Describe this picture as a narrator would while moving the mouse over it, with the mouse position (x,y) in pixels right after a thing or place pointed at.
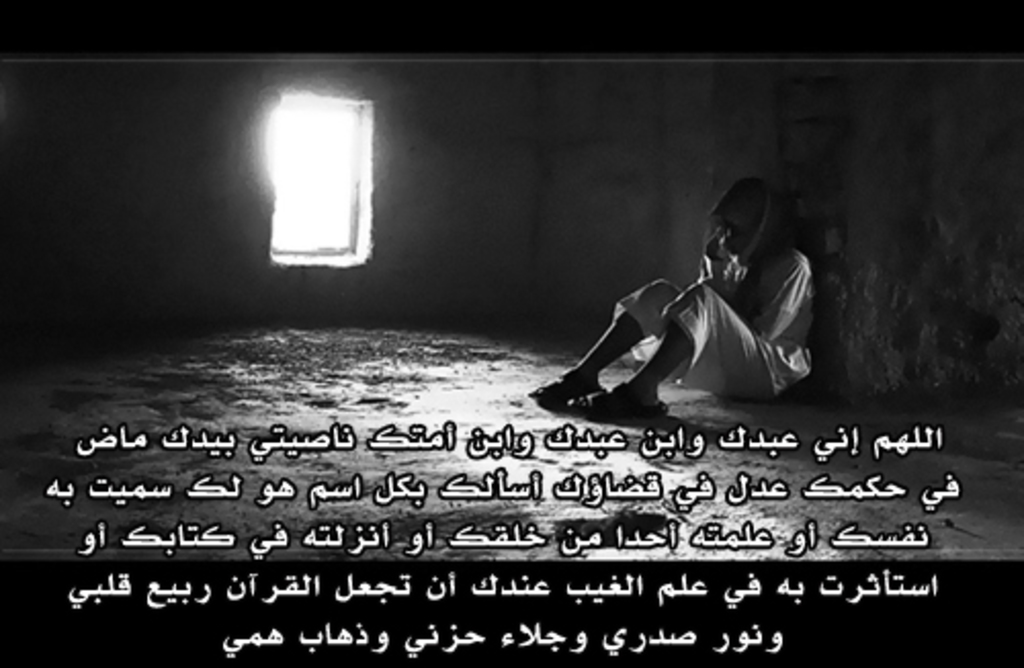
In this picture I can observe a person (612,355) sitting on the floor (543,380). There is a window (293,184). I can observe some light (285,172) passing through the window (318,220). There is some text (105,487) written in this picture. In the background (487,201) there is a wall (473,215).
